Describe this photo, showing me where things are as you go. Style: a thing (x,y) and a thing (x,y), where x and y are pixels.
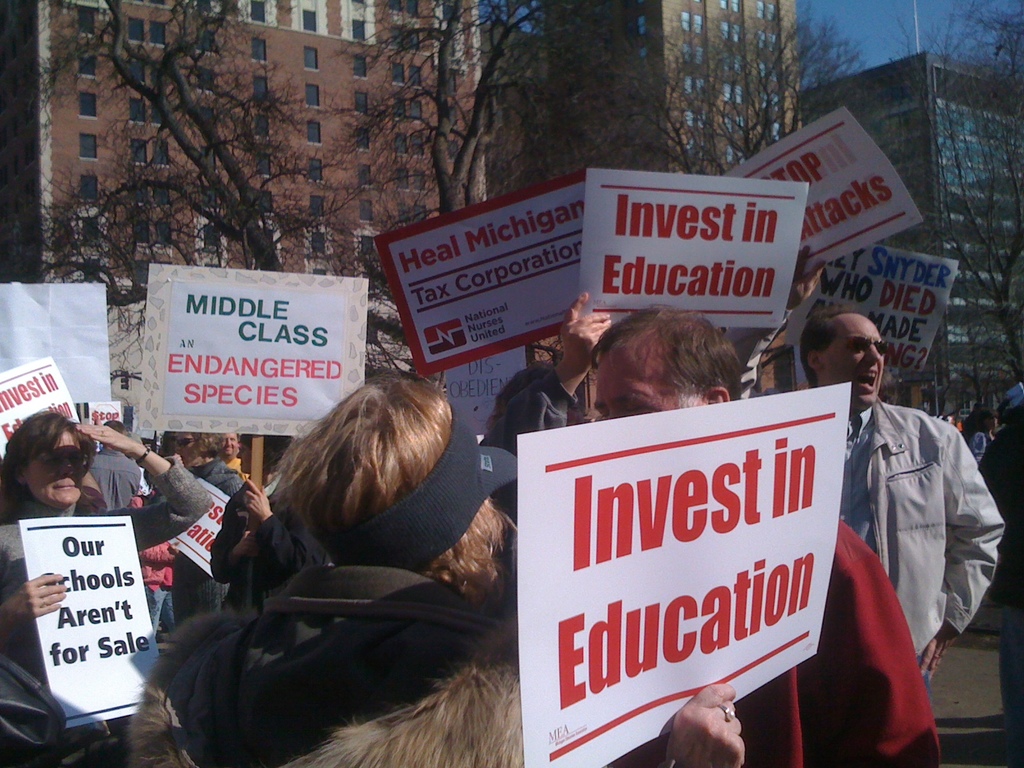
In this image I can see some people (323,558) holding some boards (282,369) with some text (287,376) written on it. In the background (592,150), I can see the trees (502,131) and the buildings (675,102). I can see the sky (875,34).
